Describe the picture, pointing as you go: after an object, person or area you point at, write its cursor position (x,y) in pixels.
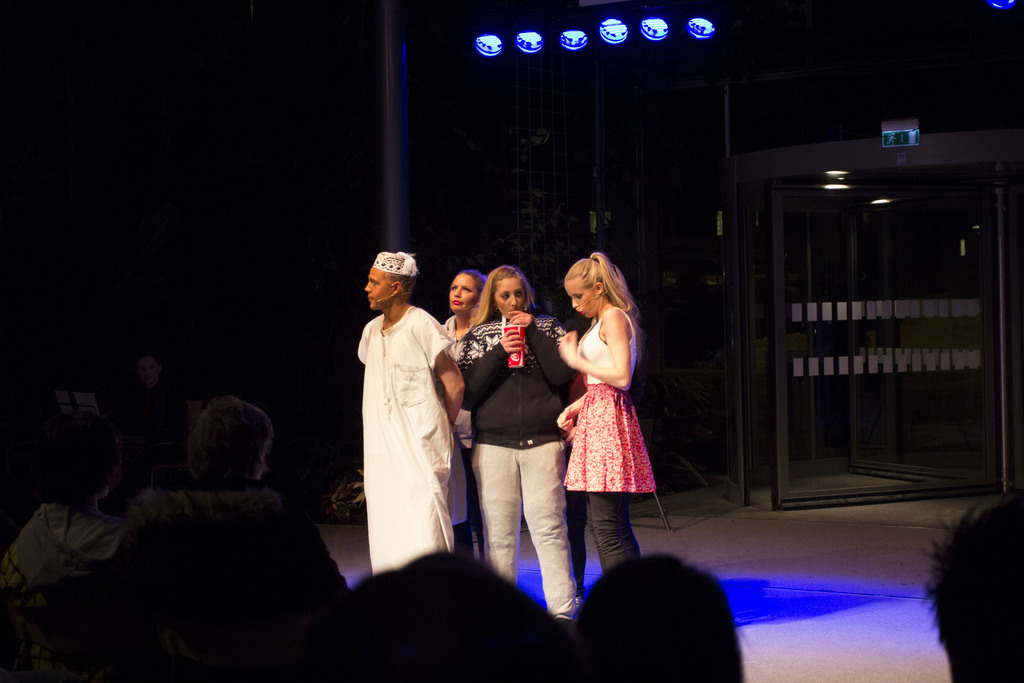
In the foreground of this image (577,622), there are persons (729,636) at the bottom (504,641). In the middle (392,386), there are four persons (415,354) standing on the floor (795,616). In the dark background (150,387), there is a person (142,399) sitting on the chair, a pole (388,180), few lights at the top (713,26) and the glass door (882,373).
